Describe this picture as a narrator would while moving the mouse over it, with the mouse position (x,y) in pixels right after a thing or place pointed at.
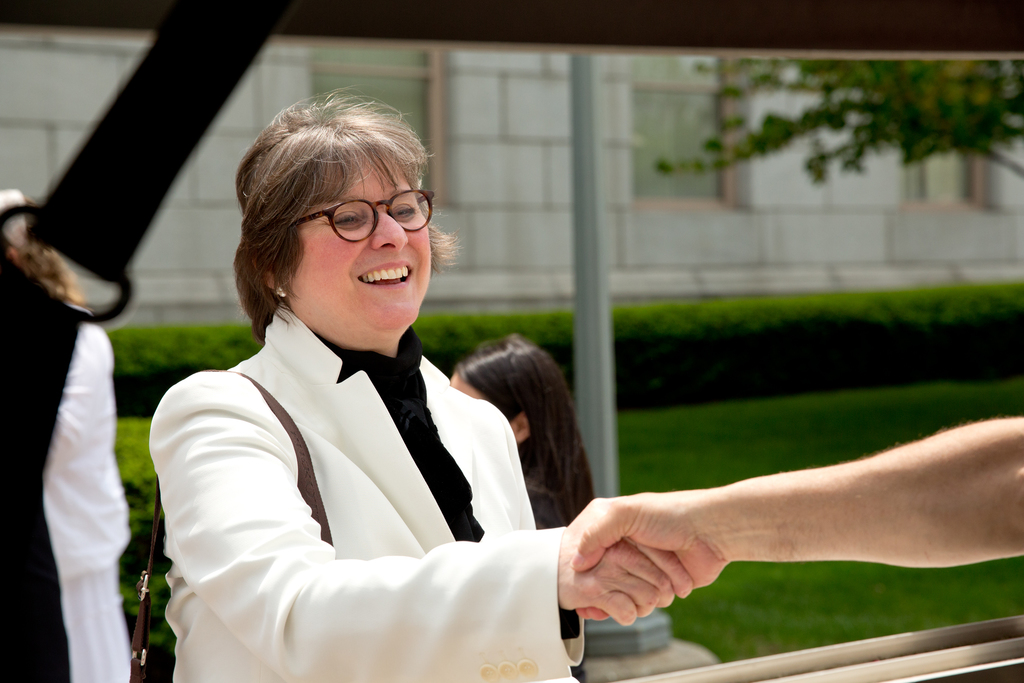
In this image, we can see a few people (263,407). We can see the ground (744,593). We can see some grass (807,432), plants (815,362) and a tree (988,88). We can see a building (570,264) with some windows (435,179). We can see a pole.
